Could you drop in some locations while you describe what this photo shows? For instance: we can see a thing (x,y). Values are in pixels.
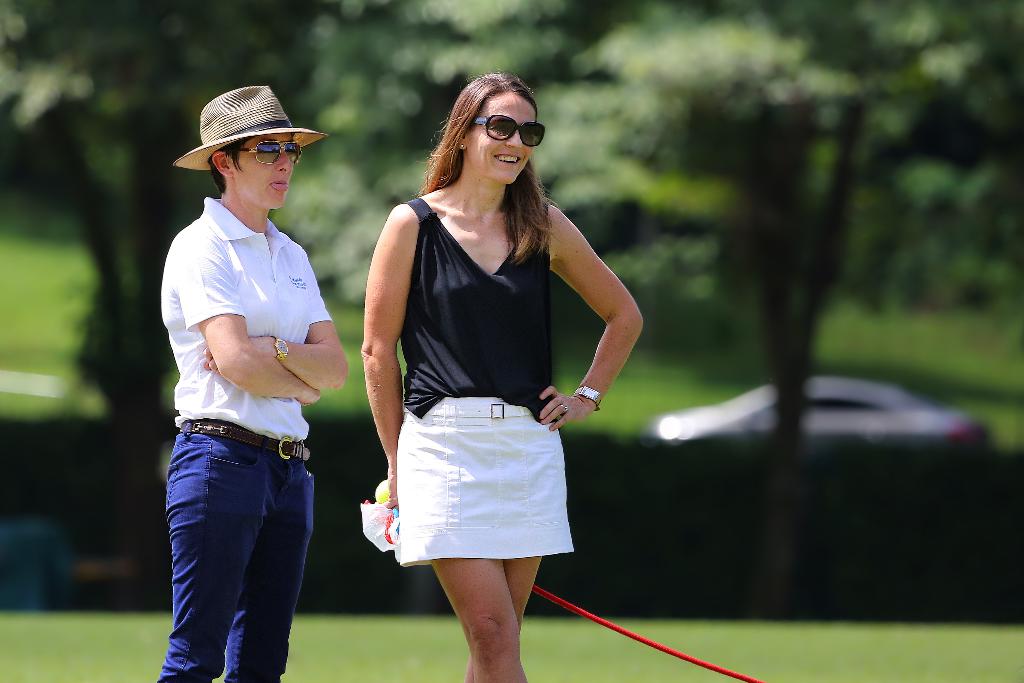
A beautiful woman (489,233) is standing, she wore a black color top (549,355) and a white color skirt (424,443), on the left side (197,640) another person (242,420) is standing. This person (259,353) wore white color t-shirt (251,296) and a blue color jeans (229,547).
